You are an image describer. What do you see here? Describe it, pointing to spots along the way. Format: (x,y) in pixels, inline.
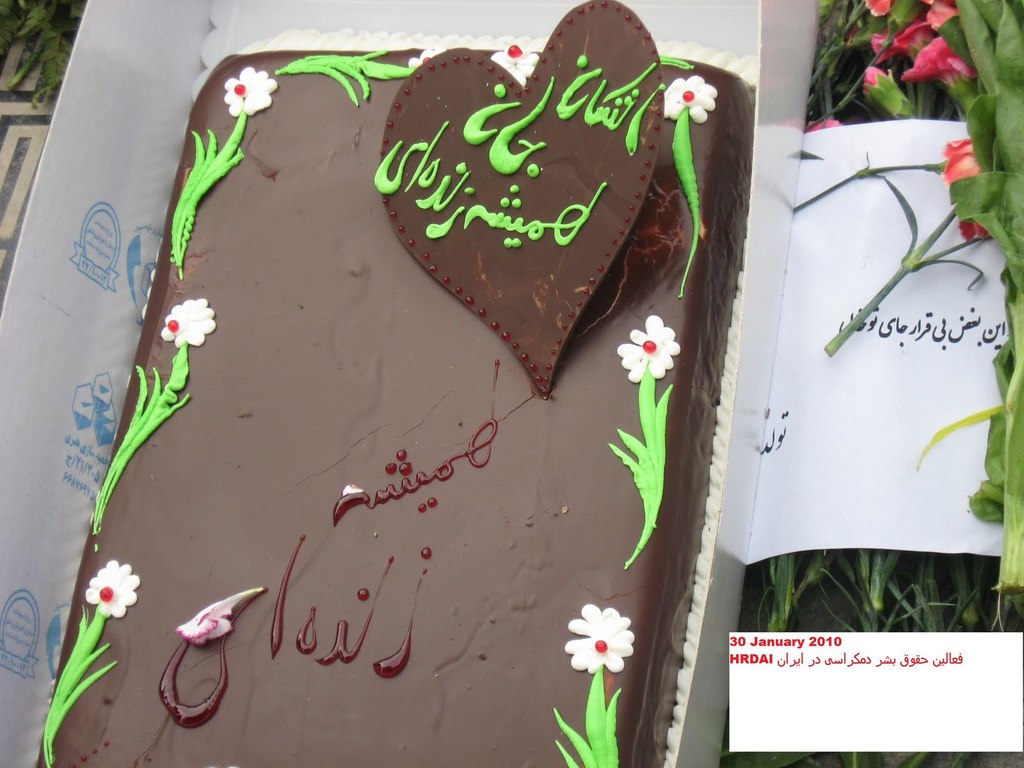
This picture contains a cake (313,436) which is placed in pastry box (75,181). Beside that, we see a paper (823,361) which some text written in Persian language. We even see flowers (961,142) and plants (971,135).
